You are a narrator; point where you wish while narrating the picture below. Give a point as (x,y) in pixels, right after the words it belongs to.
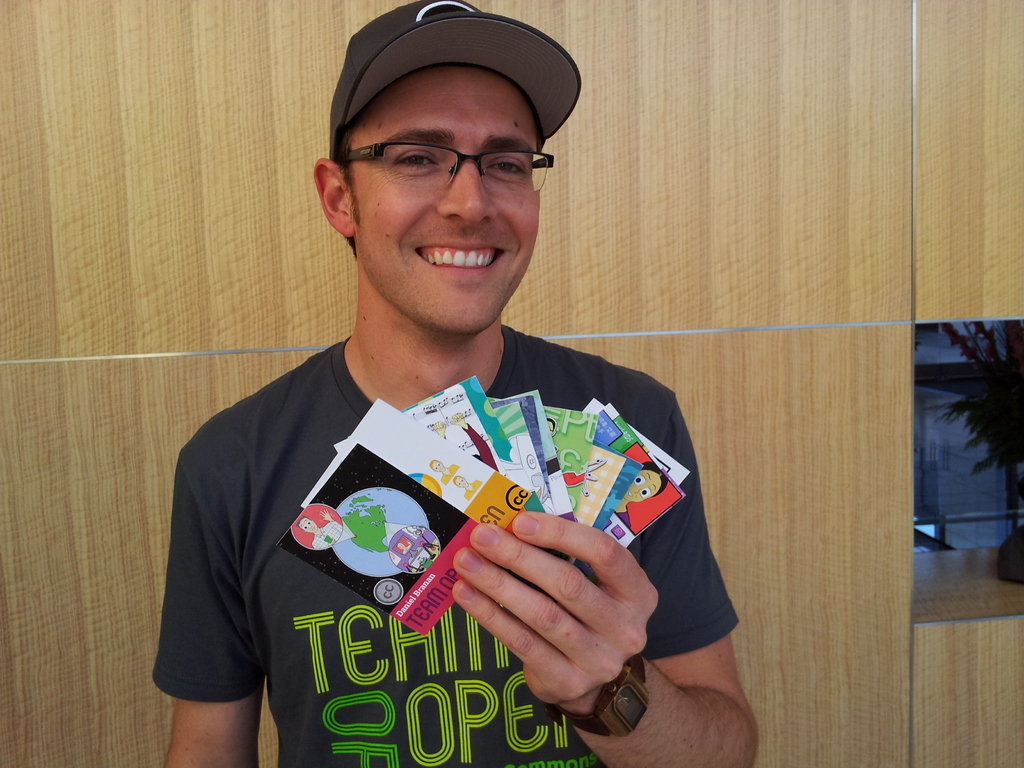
In this image there is a person (342,163) with a smile on his face (512,278), holding some cards (485,458) in his hand (516,649).
